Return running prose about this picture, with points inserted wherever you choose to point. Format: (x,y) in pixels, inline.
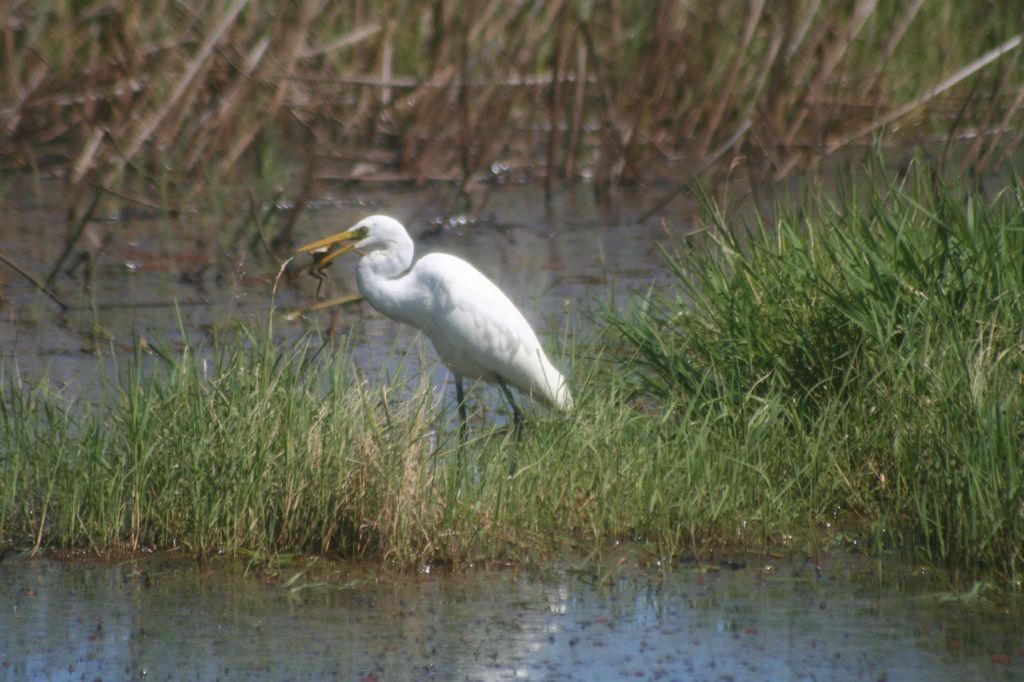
In the center of the image (360,270) we can see crane (437,341) on the grass (480,539). At the bottom of the image (635,650) there is water (527,630). In the background (532,102) we can see plants (497,73).
